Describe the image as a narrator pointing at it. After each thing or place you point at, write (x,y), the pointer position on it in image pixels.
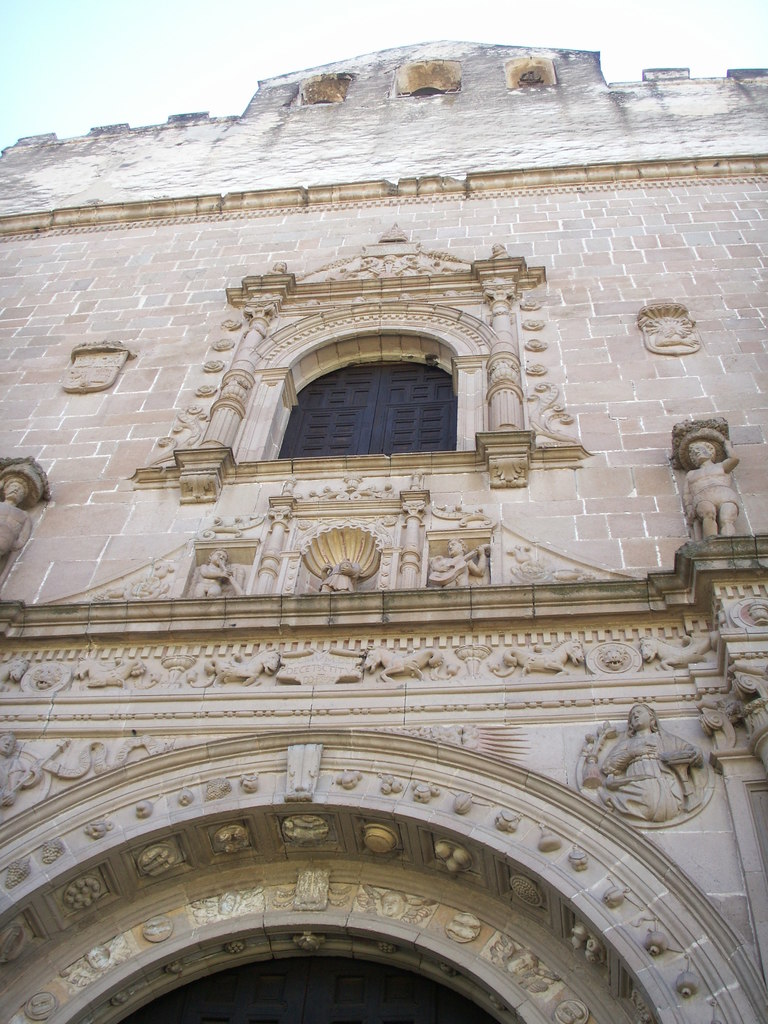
In this image I can see the building (418,389). There is a window (412,427) to the building (277,472). I can also see the statues (222,580) to the side. In the background (183,95) there is a sky (183,41).
